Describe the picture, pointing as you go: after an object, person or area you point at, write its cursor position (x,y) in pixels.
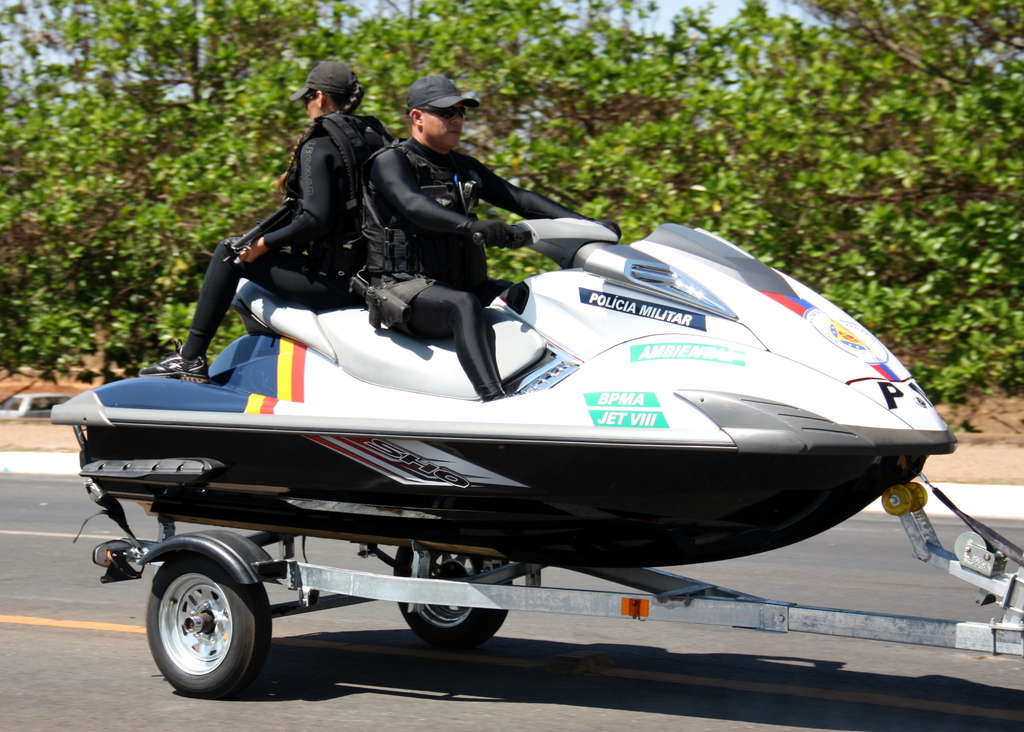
In this image, I can see two persons (336,202) sitting on a jet ski (619,511), which is on a wheel cart (231,607). I can see a wheel cart (221,611) on the road (813,586). In the background (134,186) there are trees (733,98) and the sky (726,25).
